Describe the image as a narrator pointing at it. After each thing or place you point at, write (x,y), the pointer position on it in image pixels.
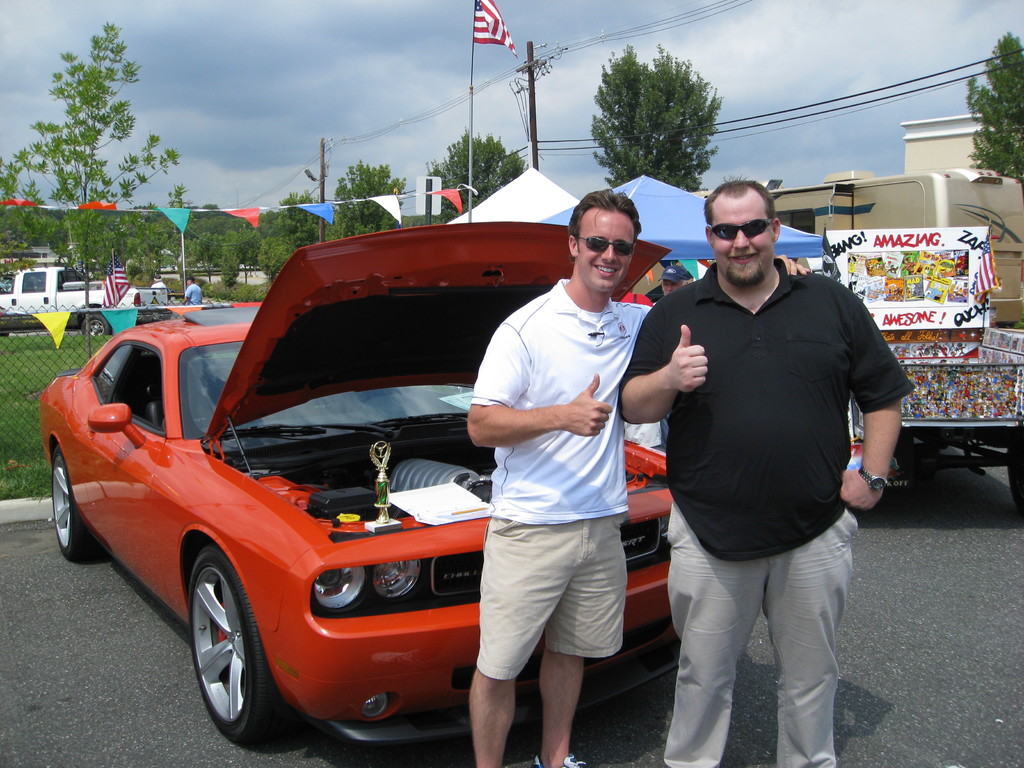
In this image there are vehicles (35,298), trees (231,247) and people (189,283) in the left corner (240,232). There are vehicles (966,437), trees (979,109) and building (976,119) in the right corner (997,422). There is car (448,266), people (691,330), metal railing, flag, pole (531,66) in the foreground (461,267). There are trees (241,232) in the background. There is a sky (279,118) at the top (158,112). And there is a road (17,710) at the bottom (71,715).
